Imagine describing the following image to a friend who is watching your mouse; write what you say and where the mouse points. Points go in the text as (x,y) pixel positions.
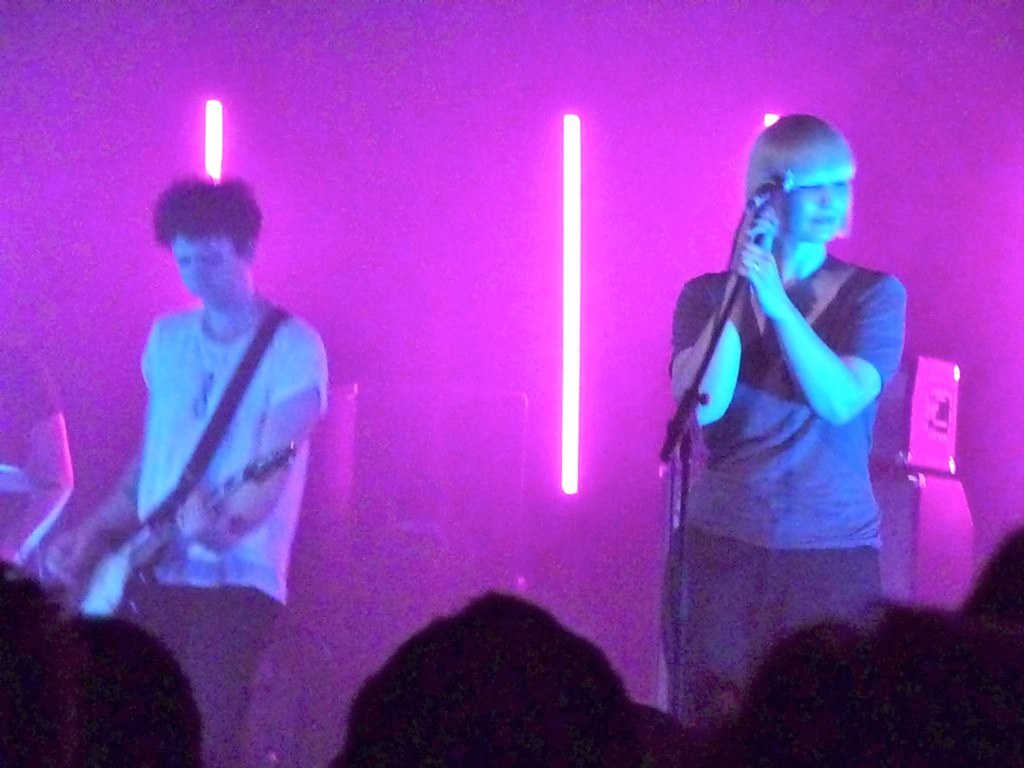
There is a lady (763,289) holding a mic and a man (271,428) holding a guitar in the foreground area of the image (288,370), there are light (578,374) in the background (568,424) and people (17,633) at the bottom side (1022,596).
